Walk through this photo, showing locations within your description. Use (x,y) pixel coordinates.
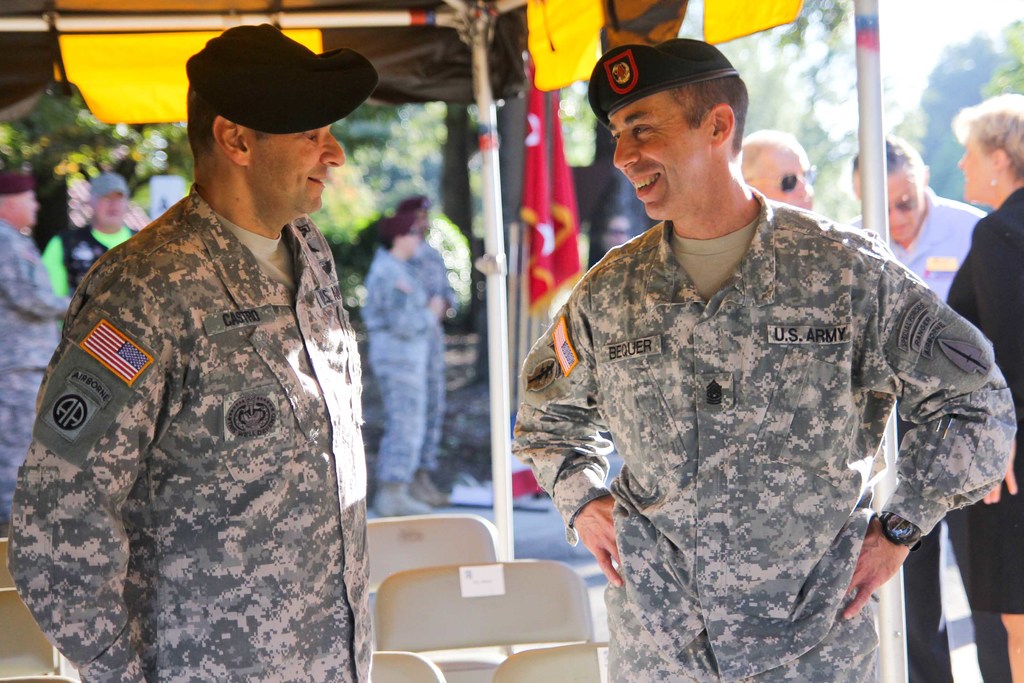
In this image we can see two persons (581,319) standing and wearing caps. And we can see the chairs (460,552). And we can see the tent (461,90), flags (531,138). And we can see some other people (898,154). And we can see the trees (433,191).
